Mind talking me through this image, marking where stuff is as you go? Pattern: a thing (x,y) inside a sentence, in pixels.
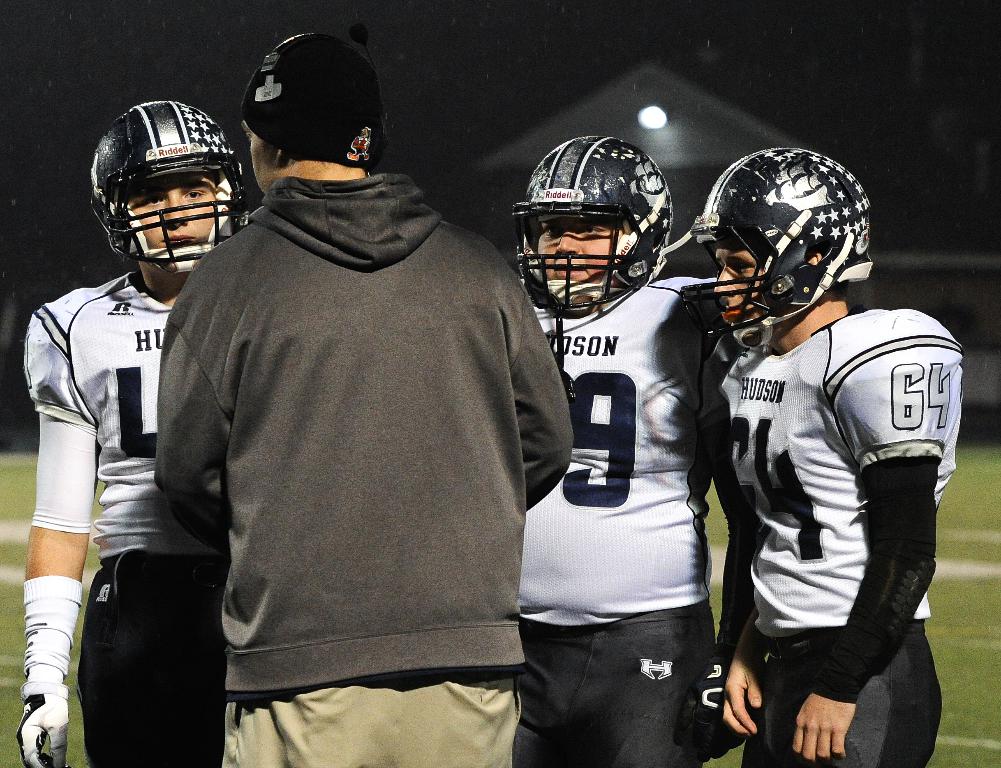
As we can see in the image in the front (336,175) there are four people (266,385). These three are wearing helmets (812,188) and white color t shirts (623,427). There is grass (992,627) and light (654,112). The image is little dark.
